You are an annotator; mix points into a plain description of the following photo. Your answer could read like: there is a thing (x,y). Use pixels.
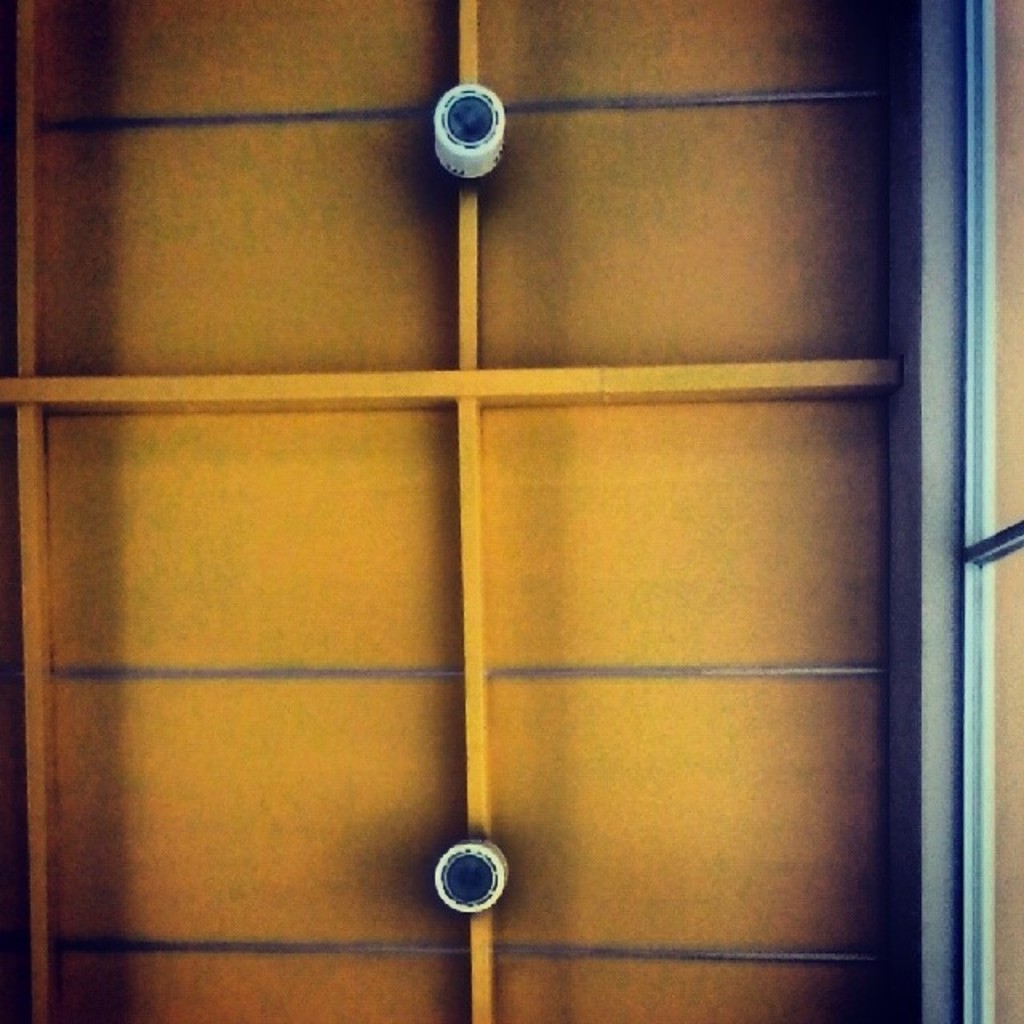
This is a picture of a wooden ceiling (654,274).
